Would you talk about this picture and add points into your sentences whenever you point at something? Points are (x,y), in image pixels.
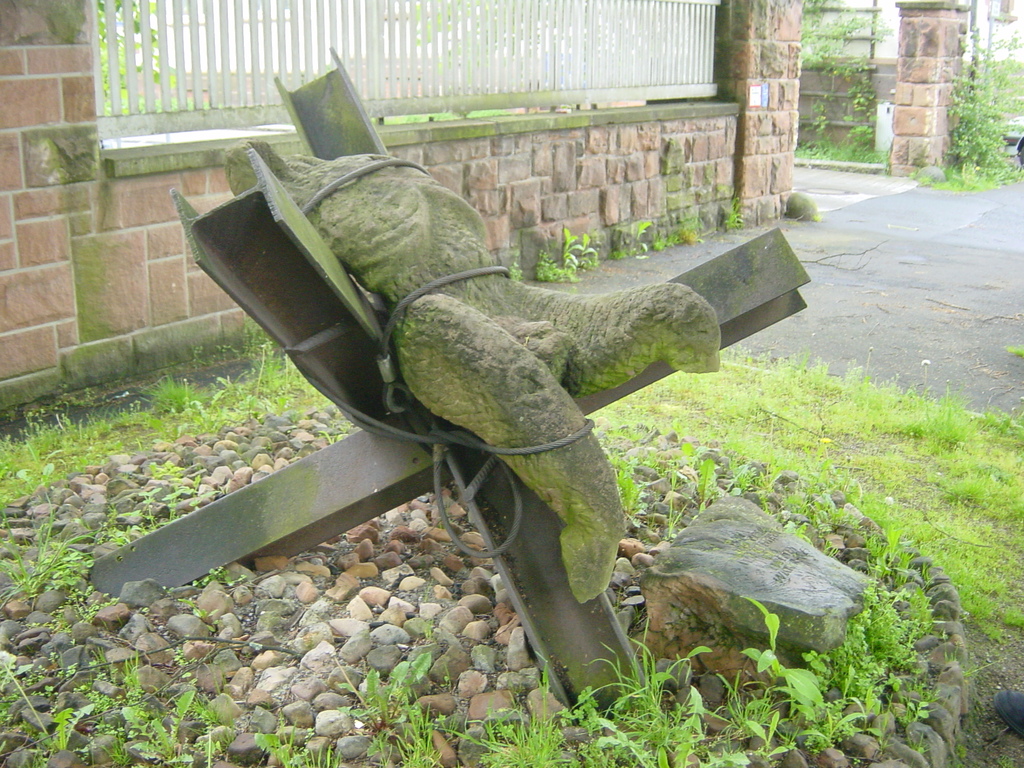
This picture is taken from outside of the city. In this image, in the middle (545,352), we can see a pole (321,526), on the pole (344,450), we can see a sculpture (511,308) which is tied with rope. On the right side of the image (749,566), we can see a stone (772,560). In the background (490,17), we can see grill (648,25), plants (854,26), pillars (763,50). At the bottom (723,692), we can see a road (948,301) and a grass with some stones (354,625).
